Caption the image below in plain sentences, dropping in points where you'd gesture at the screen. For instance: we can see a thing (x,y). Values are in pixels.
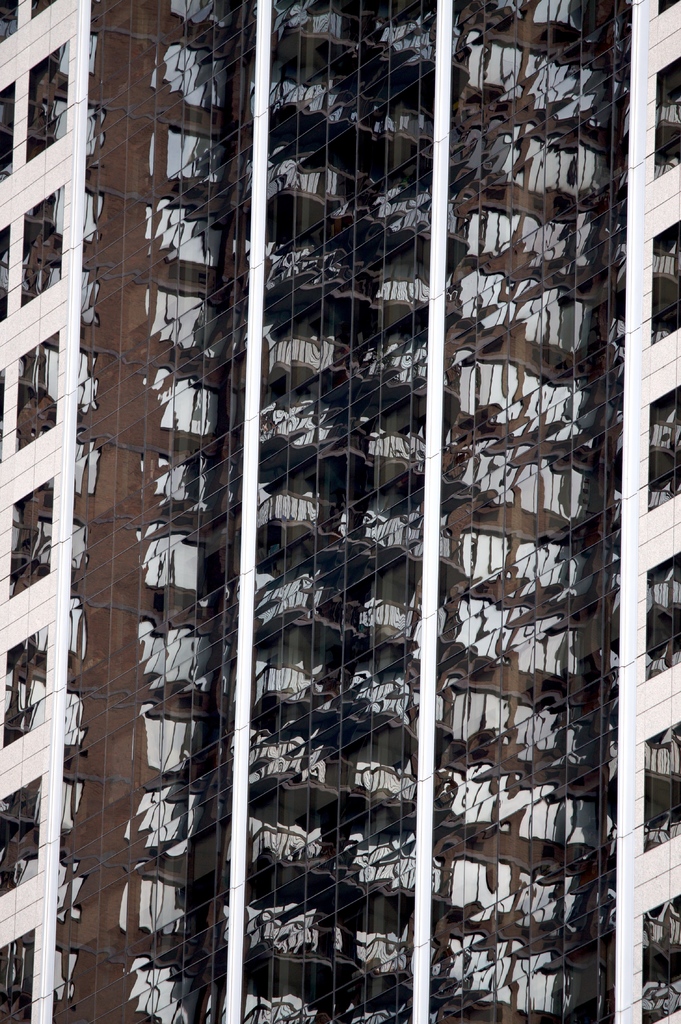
In this image, we can see there are buildings (402,5) which are having windows (241,163).
